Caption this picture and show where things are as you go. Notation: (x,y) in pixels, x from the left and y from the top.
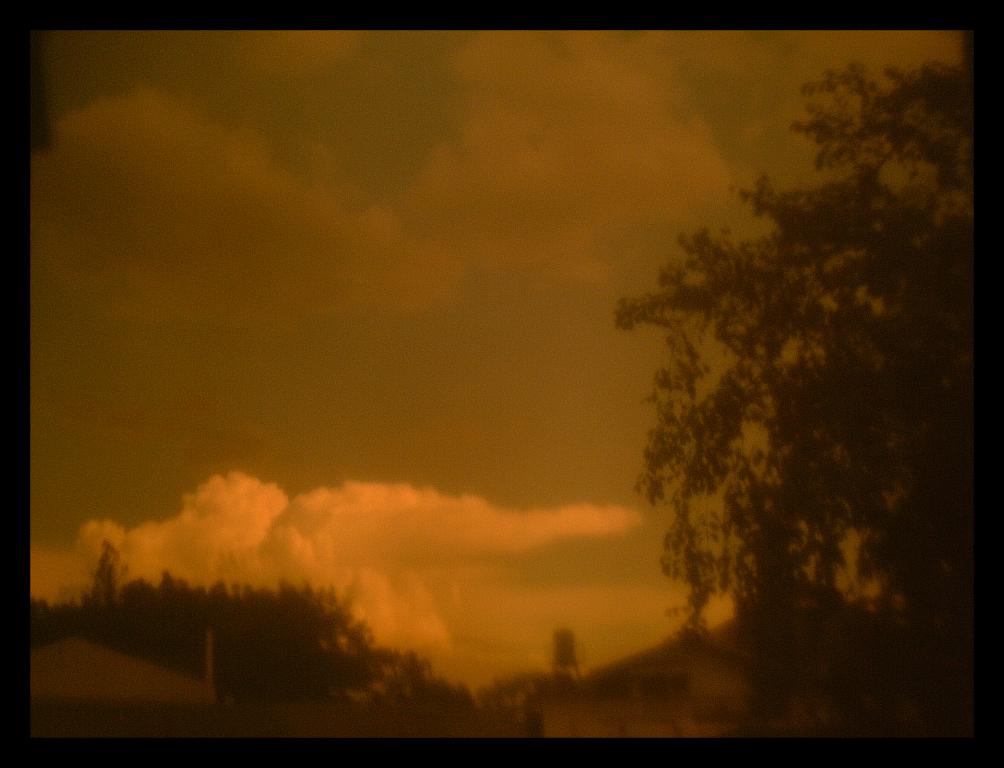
In this image we can see the houses (565,696), trees (808,683), pole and also the sky (424,201) with the clouds (367,226) in the background (427,505). The image has black color borders (213,755).
